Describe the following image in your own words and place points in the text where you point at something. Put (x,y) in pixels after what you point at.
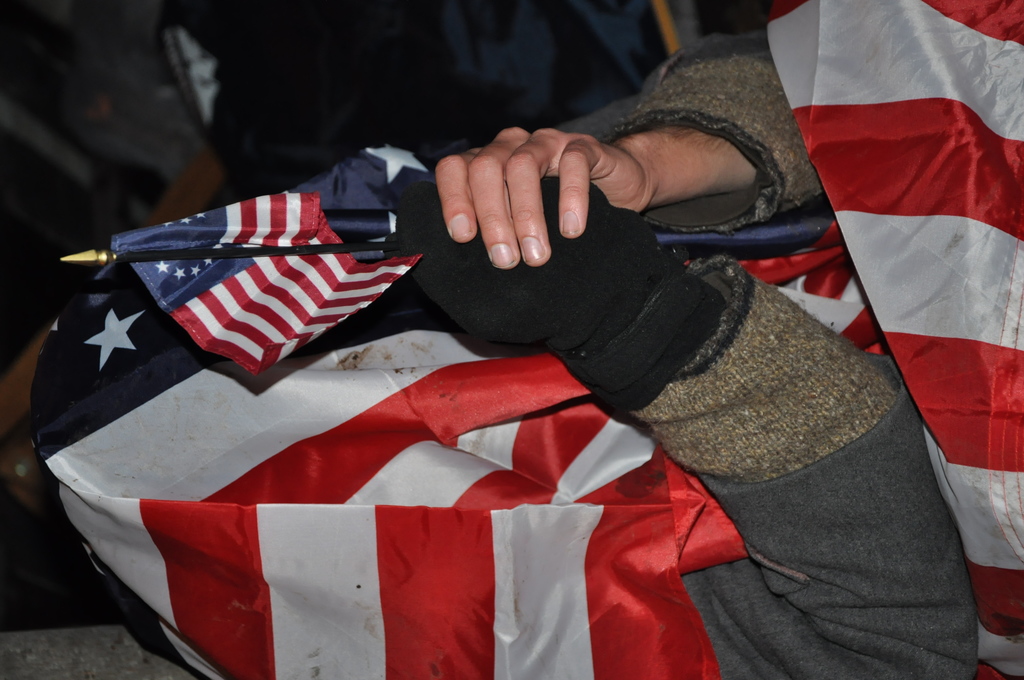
In this image, we can see a person's hands (514,200) holding a flag (282,242). We can also see a cloth (294,515).
